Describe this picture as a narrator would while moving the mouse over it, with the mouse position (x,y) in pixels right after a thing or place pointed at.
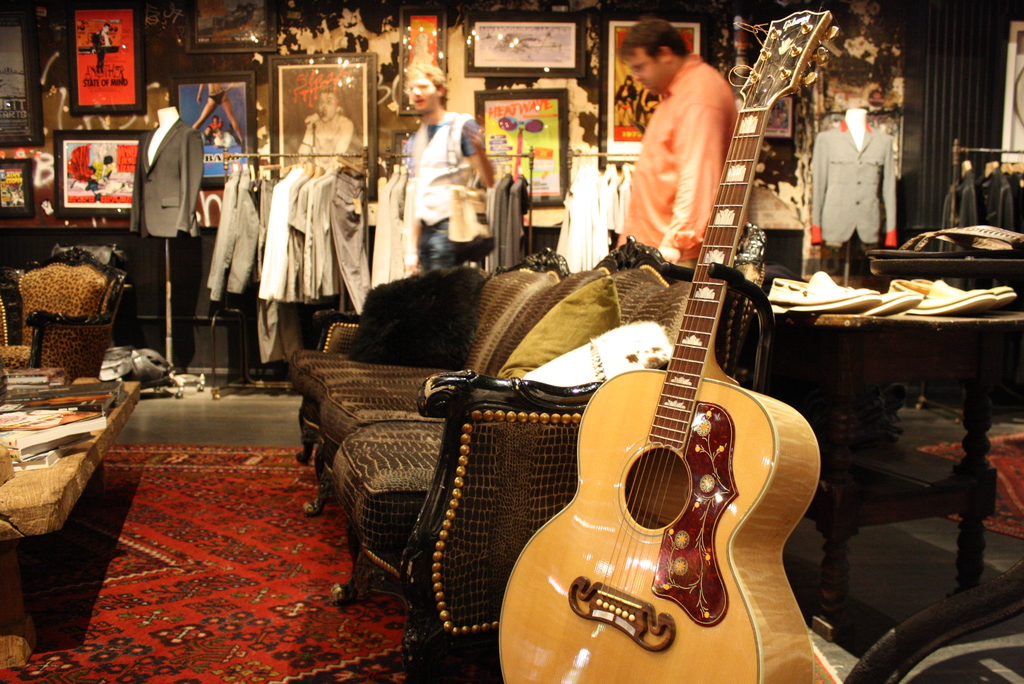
There is a brown sofa (489,339) which has a guitar (619,512) beside it and there are some dresses (493,214) on the other side of the sofa (428,391) and there are two persons (666,136) behind the sofa (496,361).
